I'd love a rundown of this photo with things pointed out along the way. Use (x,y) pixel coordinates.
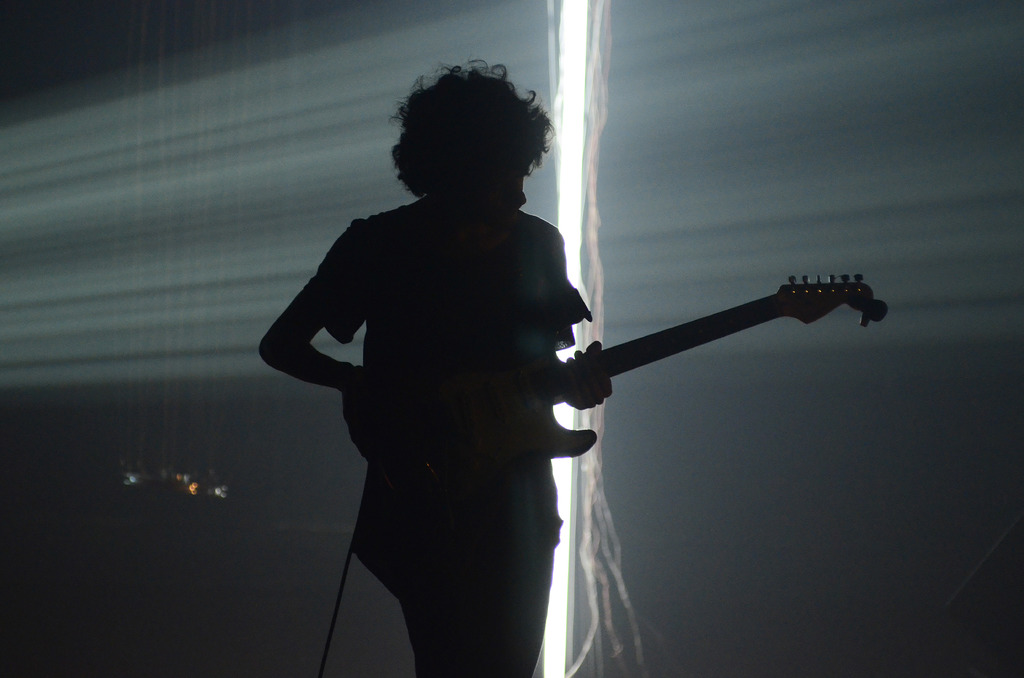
In the foreground of this image (379,218), there is a man (440,578) standing, holding a guitar (665,351). In the background (497,27), it seems like a screen (813,34).
